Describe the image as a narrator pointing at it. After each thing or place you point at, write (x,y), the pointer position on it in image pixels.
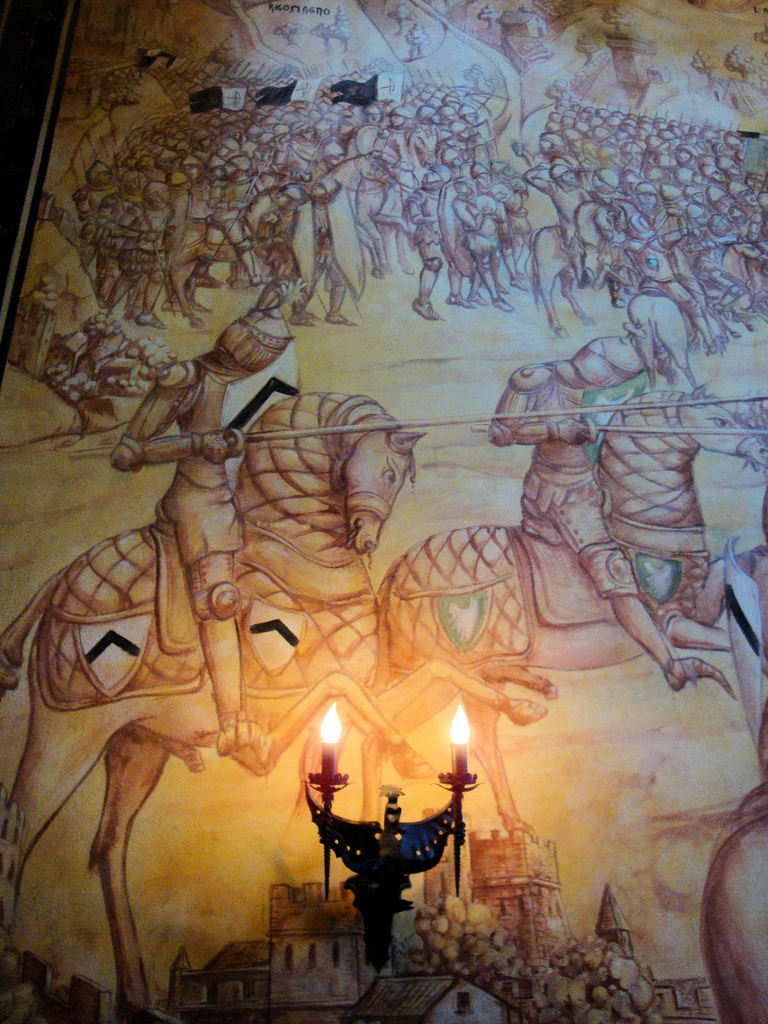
In this image, we can see a painting (453,705) on the wall (331,434). At the bottom of the image (381,871), we can see a stand (384,898) with lights (325,718). In this painting (422,430), we can see few people (180,435) are riding horses (366,580).
